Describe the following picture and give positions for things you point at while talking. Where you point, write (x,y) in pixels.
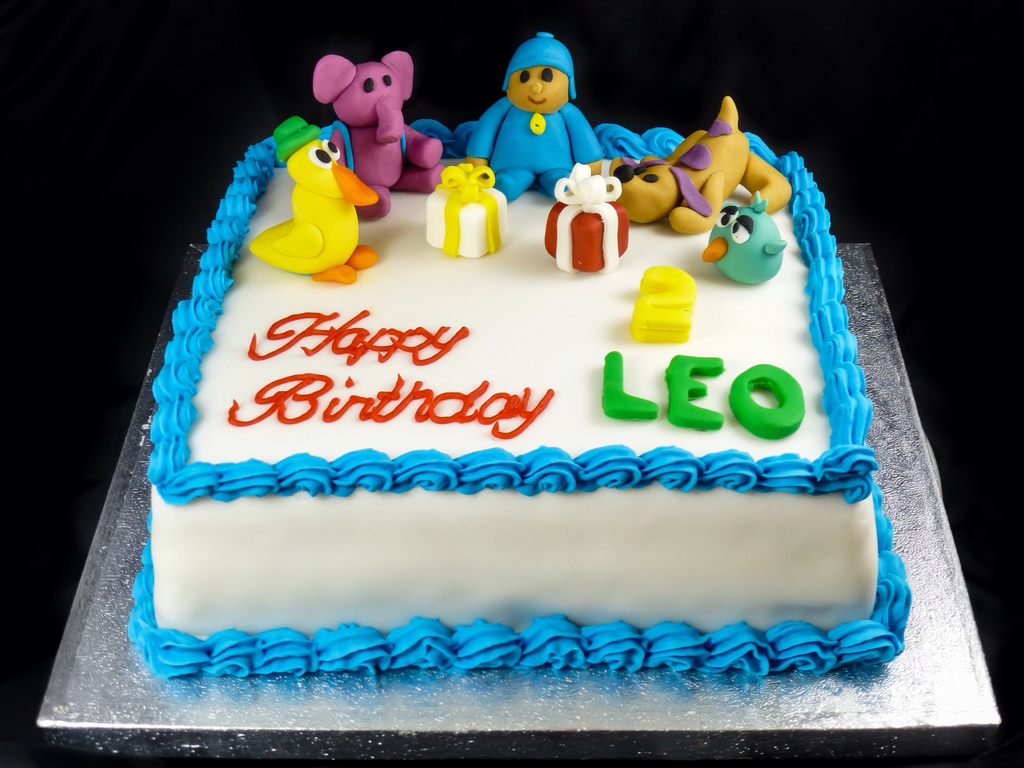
In this image I see a cake (552,432) which is of white, blue, yellow, green, red, purple and light brown in color and I see something is written over here and it is dark in the background (910,259).
